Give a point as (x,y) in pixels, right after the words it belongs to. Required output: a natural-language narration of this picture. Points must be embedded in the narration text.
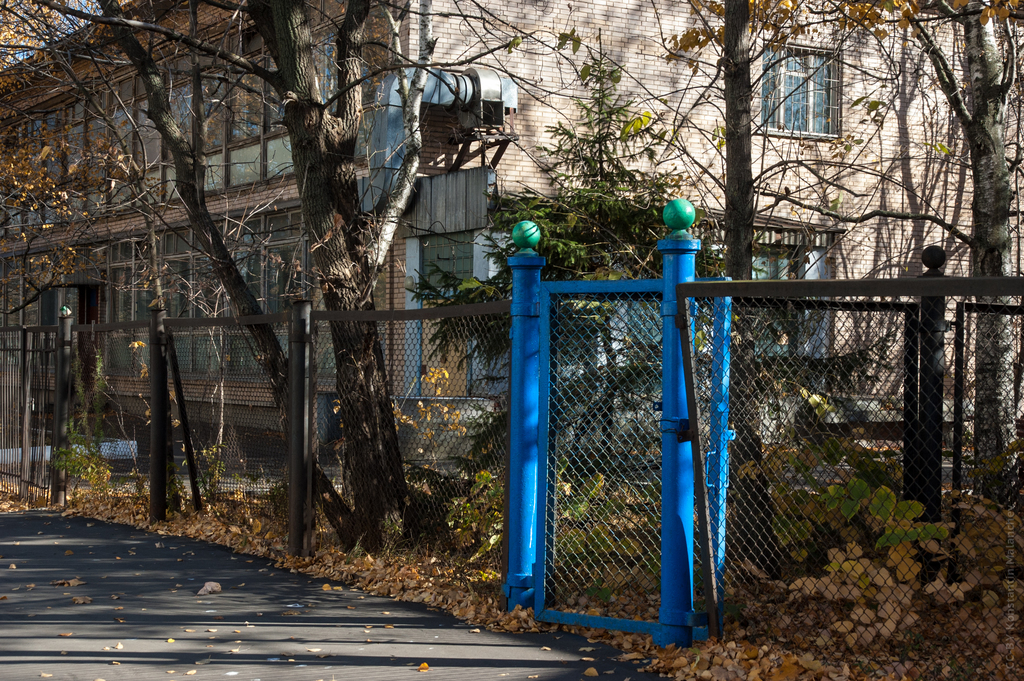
At the bottom of the image (150,559) there is a road (154,562). Beside the road (82,525) there is fencing (503,412) with mesh (430,400) and poles (684,598). And also there is a gate (514,437). On the ground (646,541) there are leaves (264,512). Behind the fencing (298,490) there are trees (223,248). And also there is a building (769,73) with walls (851,54), windows (248,179), doors (86,363) and a chimney (458,72).
